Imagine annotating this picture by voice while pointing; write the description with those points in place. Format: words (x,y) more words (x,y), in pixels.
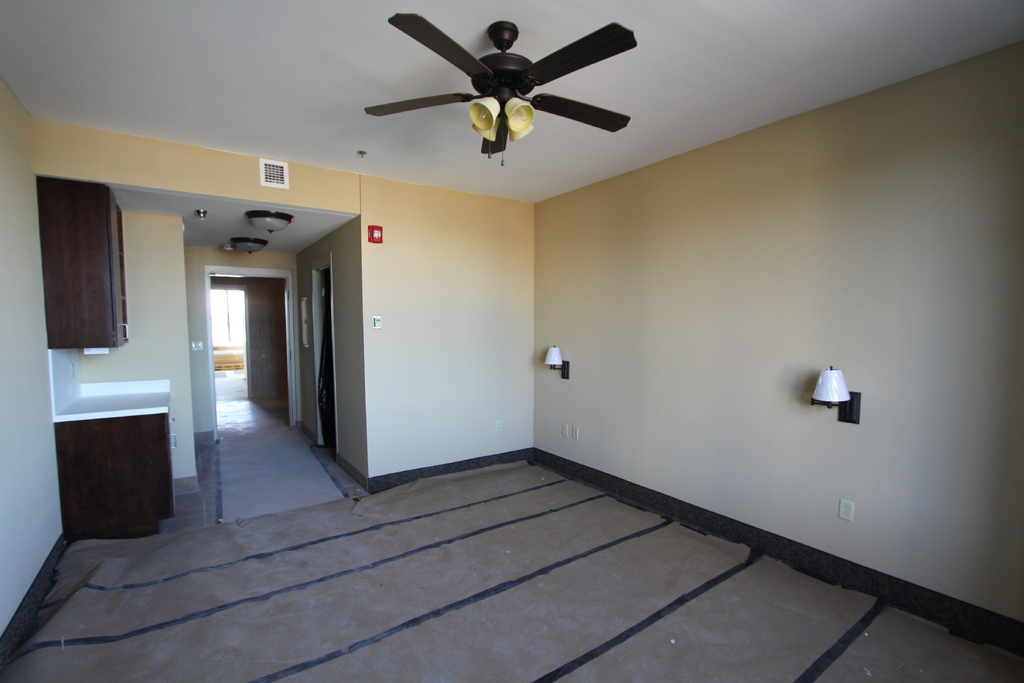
In this image I can see the inner part of the building (442,306). I can see few lights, cupboard (97,282), table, wall (741,353) and few objects (322,376). At the top (428,100) I can see the light ceiling fan (428,100).
